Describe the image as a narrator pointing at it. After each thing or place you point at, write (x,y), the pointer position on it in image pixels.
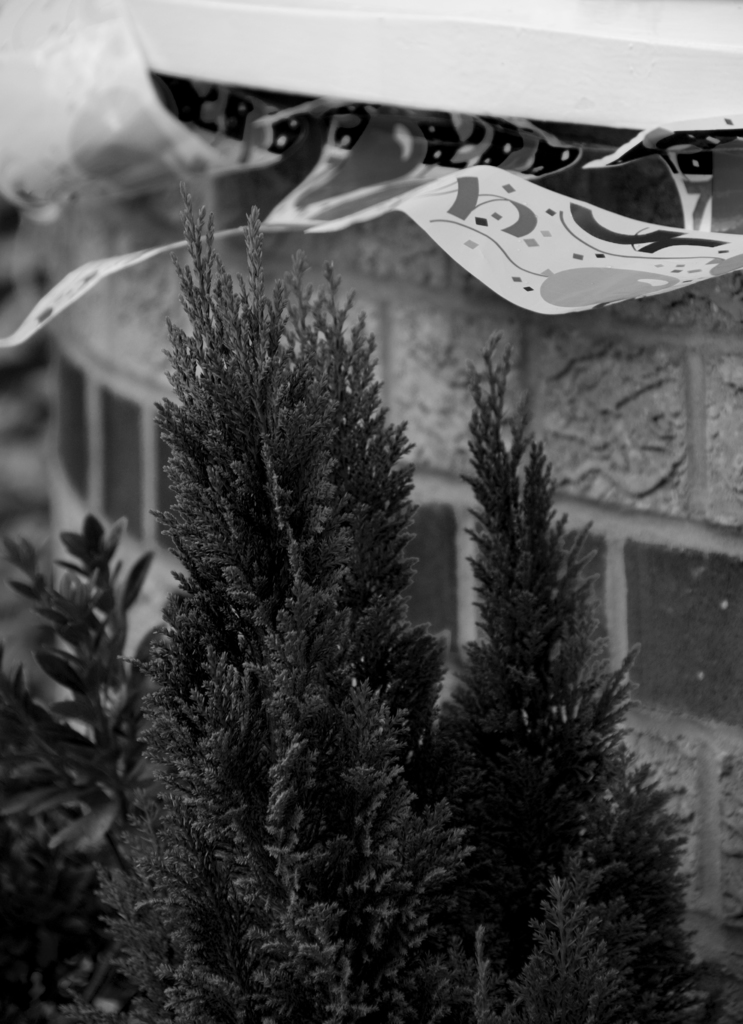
In this picture we can see few plants (393,695) and it is a black and white photography.
